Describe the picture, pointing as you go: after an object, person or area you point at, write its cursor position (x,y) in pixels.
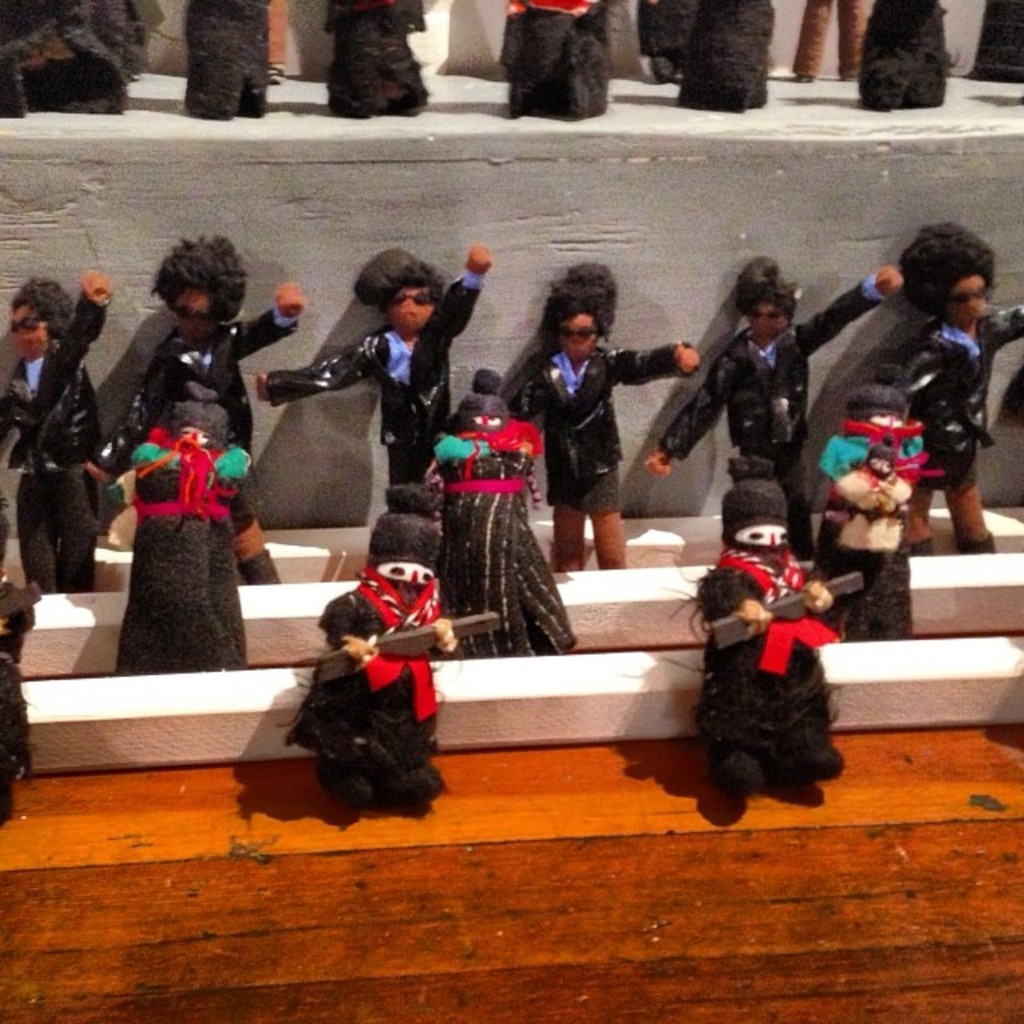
In this image I can see the toys (443,437) which are in black, purple and red color. These are on the brown color surface (411,854). In the background (440,256) I can see the ash color wall (377,195).
